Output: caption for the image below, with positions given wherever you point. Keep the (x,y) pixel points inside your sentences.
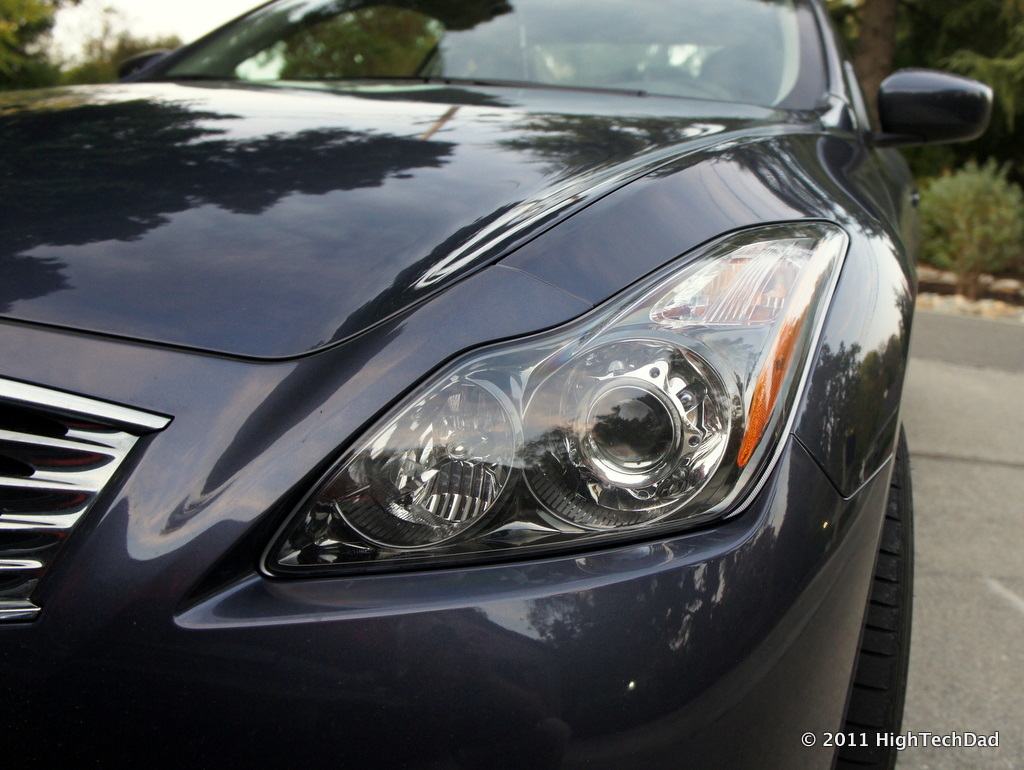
This image consists of a black car (596,188). In the background (914,151) there are trees (838,22). The car (904,141) is on the road (939,474).
